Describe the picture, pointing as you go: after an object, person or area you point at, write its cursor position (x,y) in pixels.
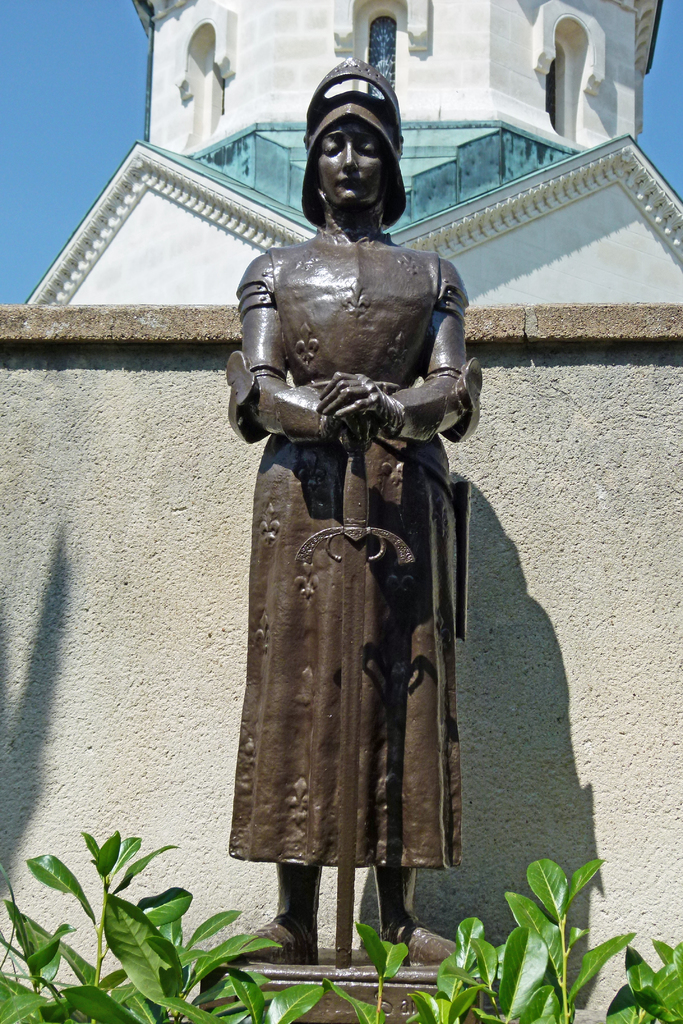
In this image in the front (380,959) there are plants (399,967). In the center (356,553) there is a statue (271,392). In the background (132,326) there is a wall (159,487) and there is a tower (276,117).
